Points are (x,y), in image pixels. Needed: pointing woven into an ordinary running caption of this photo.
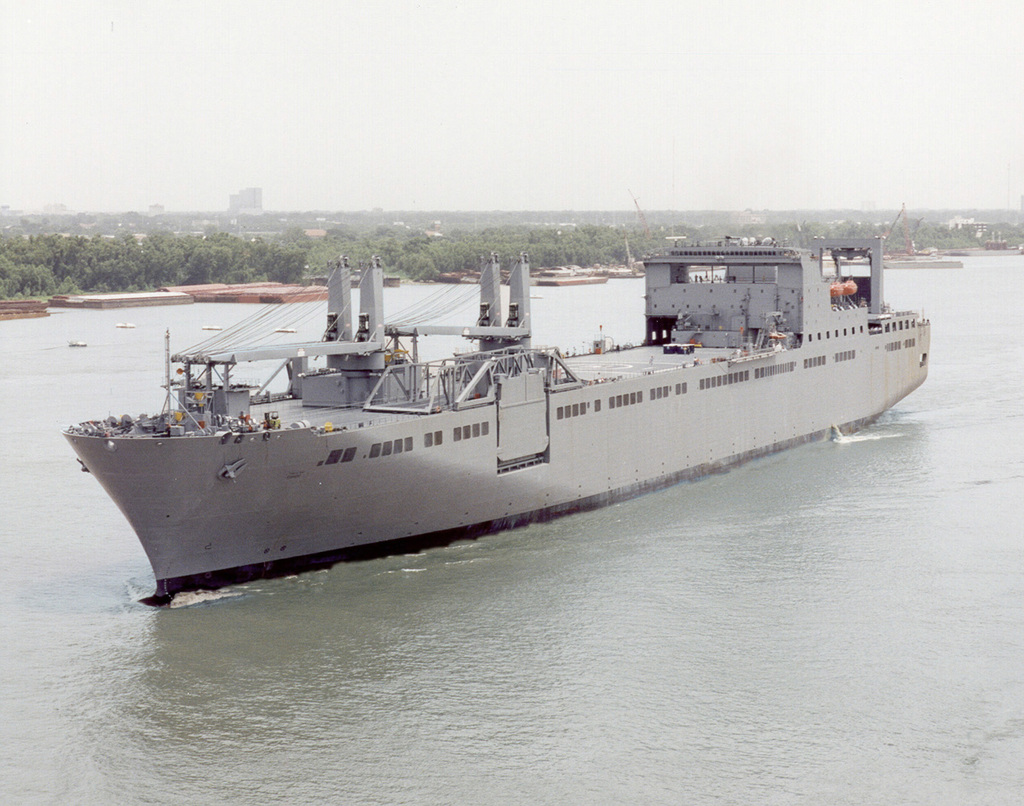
In the center of the image (548,437), we can see a ship (344,461). In the background (607,245), there are trees (419,222) and buildings (322,234) and poles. At the bottom (515,665), there is water (511,594) and at the top (420,110), there is sky (420,110).
